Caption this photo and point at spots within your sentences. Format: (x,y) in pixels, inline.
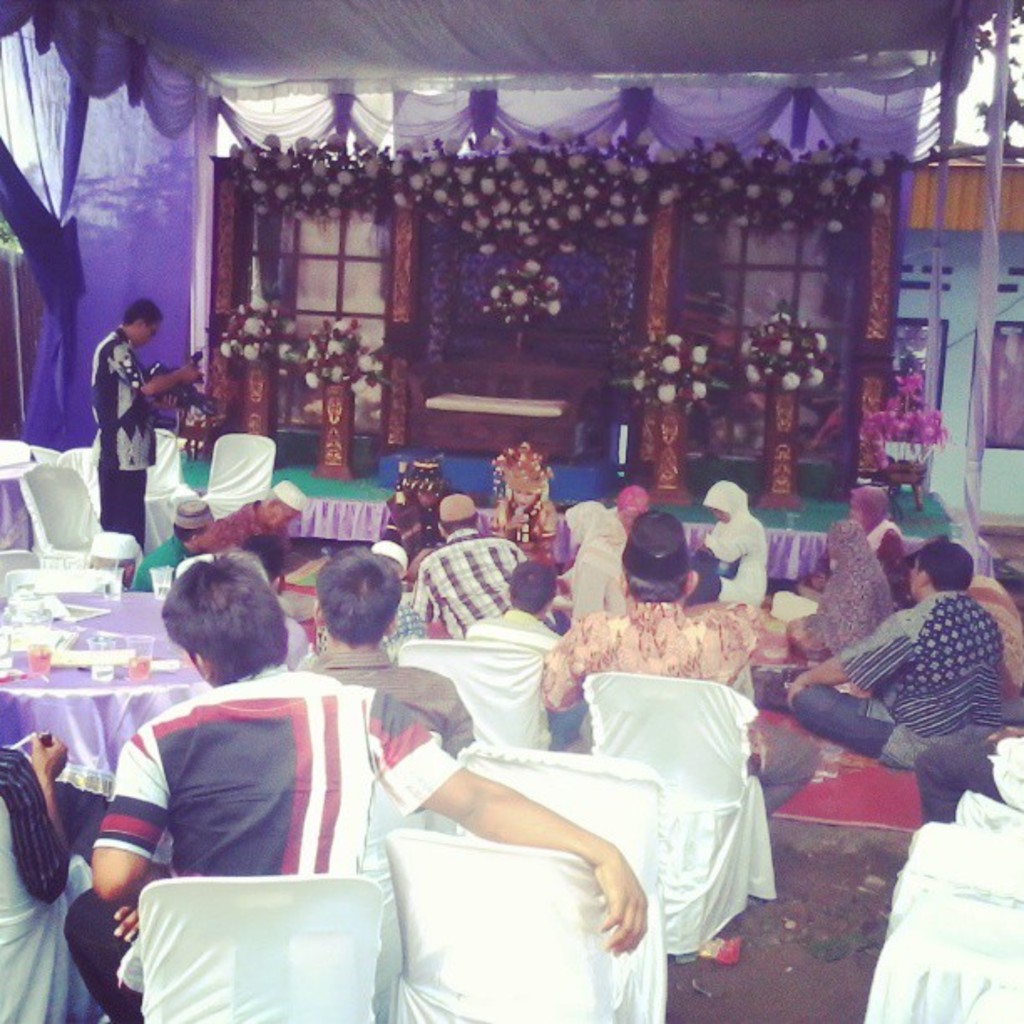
In this picture we can see group of persons (910,759) sitting on the carpet (881,792). Here we can see a boy (519,802) who is wearing white shirt (272,739) and trouser (106,944). He is sitting on the chair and in front of him we can see another man (380,673) who is wearing shirt (421,688). He is sitting near to the table (127,677). On the table (130,594) we can see juice glass (43,650), water glass (96,671), papers (53,635) and other objects (30,608). Here we can see white cloth (665,839) which are covered on chairs (678,909). On the stage (693,448) we can see wooden stands (794,406) and different color flowers (652,353). Here we can see couch (467,402). On the top (491,35) there is a tent (491,35). On the top right corner (974,114) there is a tree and sky (976,83). Here we can see windows (1009,368). On the left (140,473) there is a cameraman (133,403) who is holding a camera (180,405).
